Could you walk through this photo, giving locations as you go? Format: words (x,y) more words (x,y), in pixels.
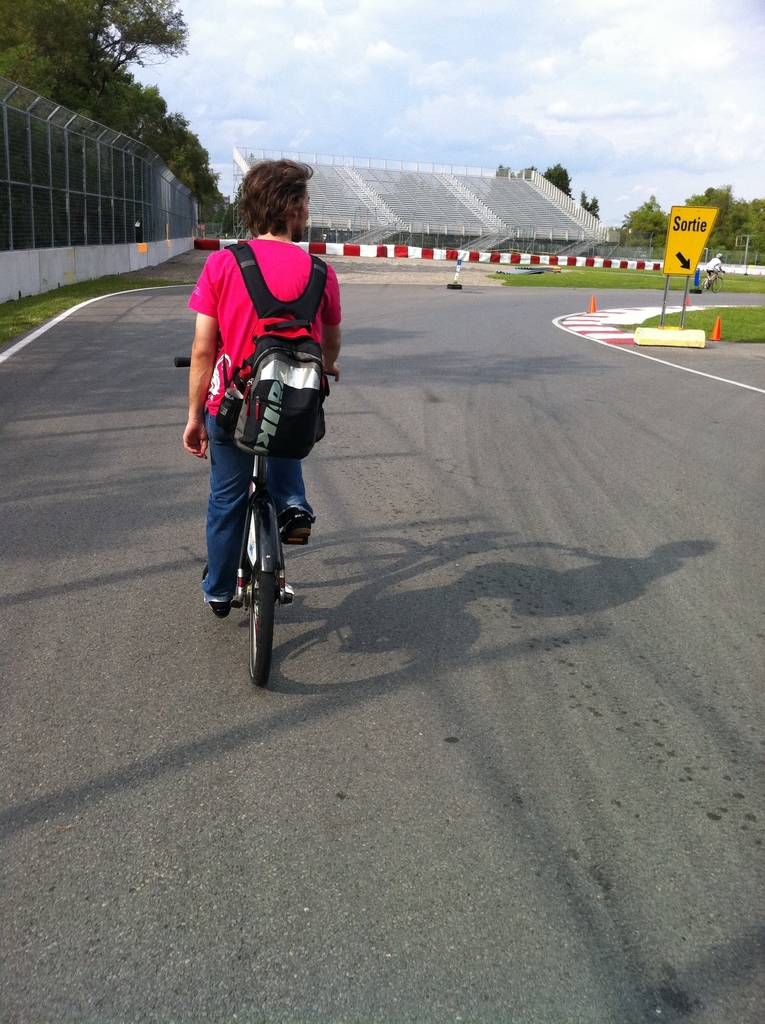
In this image a man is riding a bicycle (259,465) carrying a backpack (265,378). Beside the road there is boundary (58,232). Here there is a sign board (693,263). In the background (124,86) there are trees (135,110), boundary (123,253), board (683,265). The sky (416,87) is cloudy.
